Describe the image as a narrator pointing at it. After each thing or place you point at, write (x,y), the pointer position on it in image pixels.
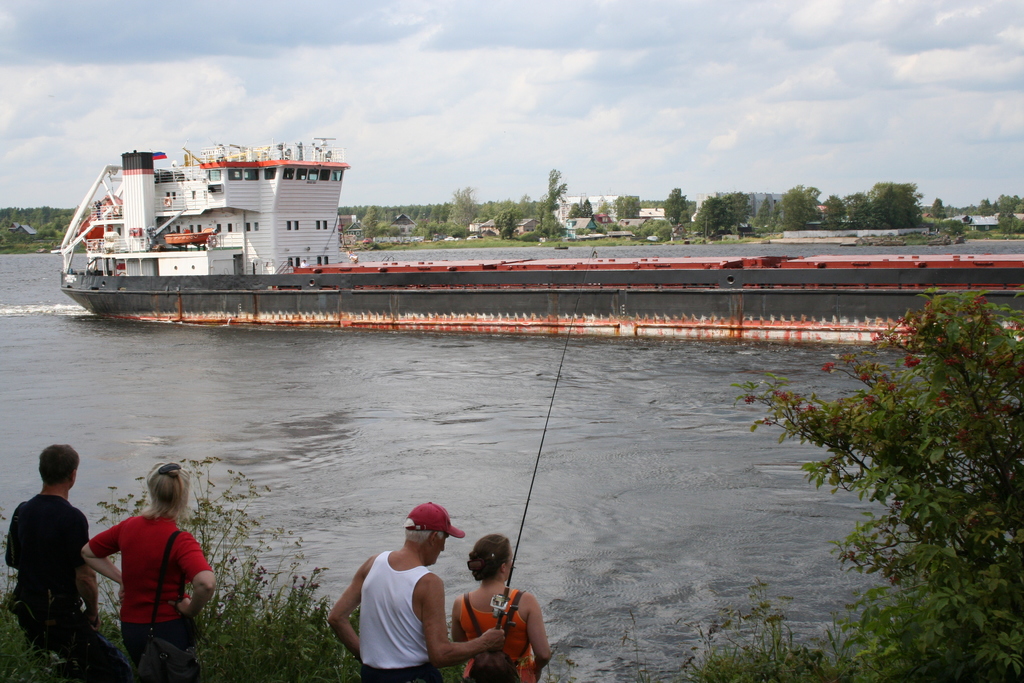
In this image there is water (469,485) and we can see a ship (373,270) on the water (522,402). At the bottom (447,533) there are people (127,542) and we can see trees (1017,416). In the background (399,224) there are buildings (642,221). At the top (622,124) there is sky (545,83).
